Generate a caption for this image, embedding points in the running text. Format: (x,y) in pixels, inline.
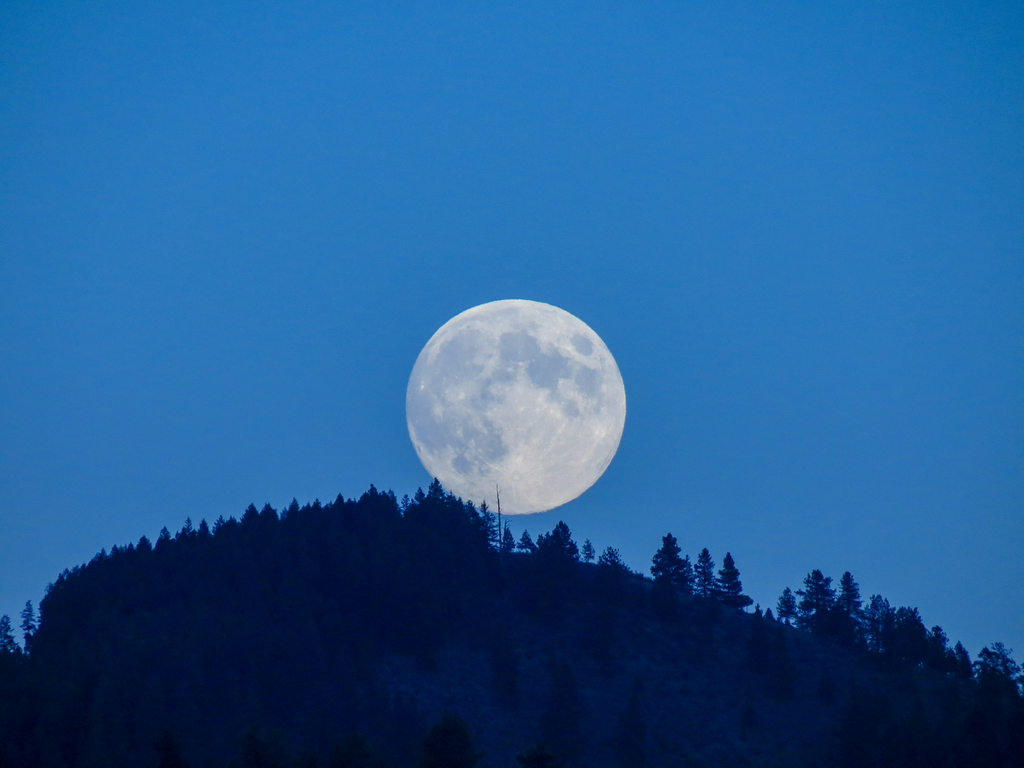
There are trees (326,614) at the bottom of this image (259,615). We can see the moon (502,436) is in the middle of this image (488,361) and the sky (555,194) is in the background (646,263).
